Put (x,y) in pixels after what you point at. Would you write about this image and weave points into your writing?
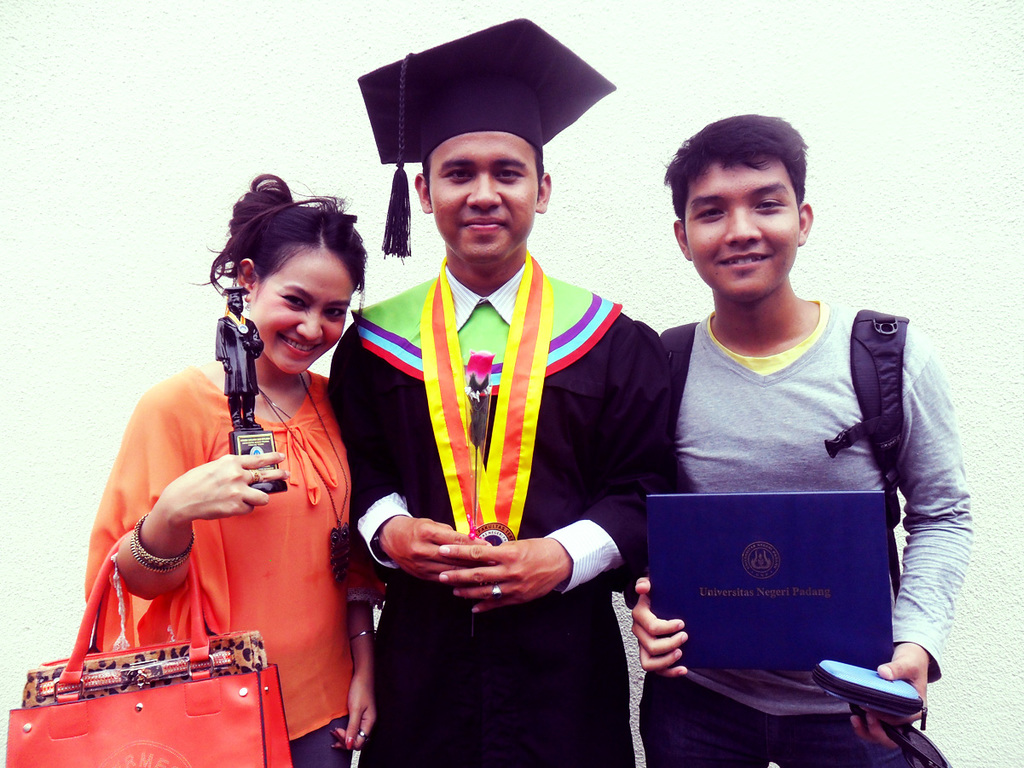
In the image we can see three persons (752,198) were standing and they were laughing. And on the left (269,570) we can see woman (269,570) holding handbag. And back we can see wall (850,84).
